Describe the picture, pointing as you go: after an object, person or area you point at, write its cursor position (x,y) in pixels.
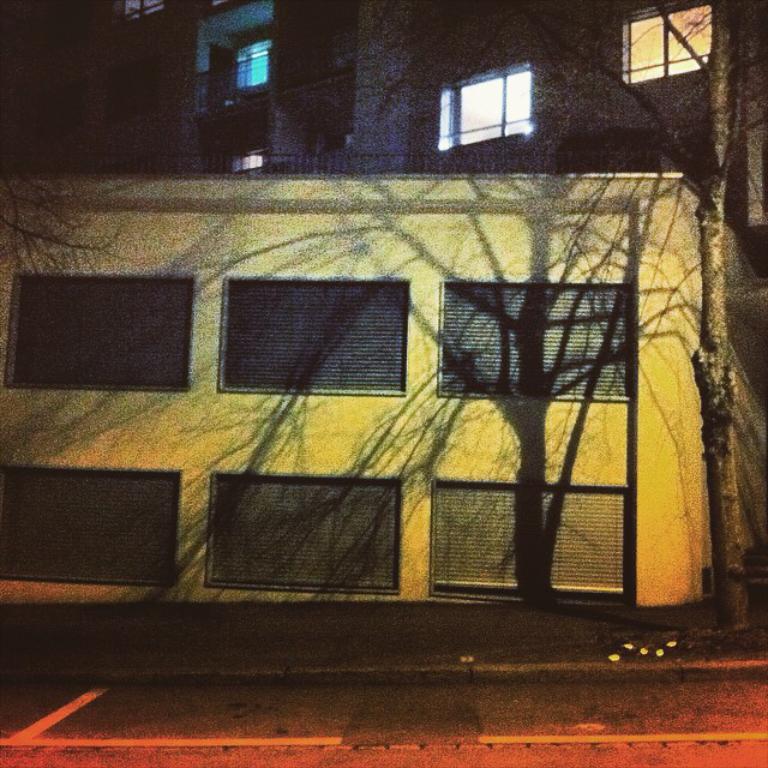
In this image I can see buildings (476,327), trees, windows (562,347) and so on. This image is taken may be during night.
